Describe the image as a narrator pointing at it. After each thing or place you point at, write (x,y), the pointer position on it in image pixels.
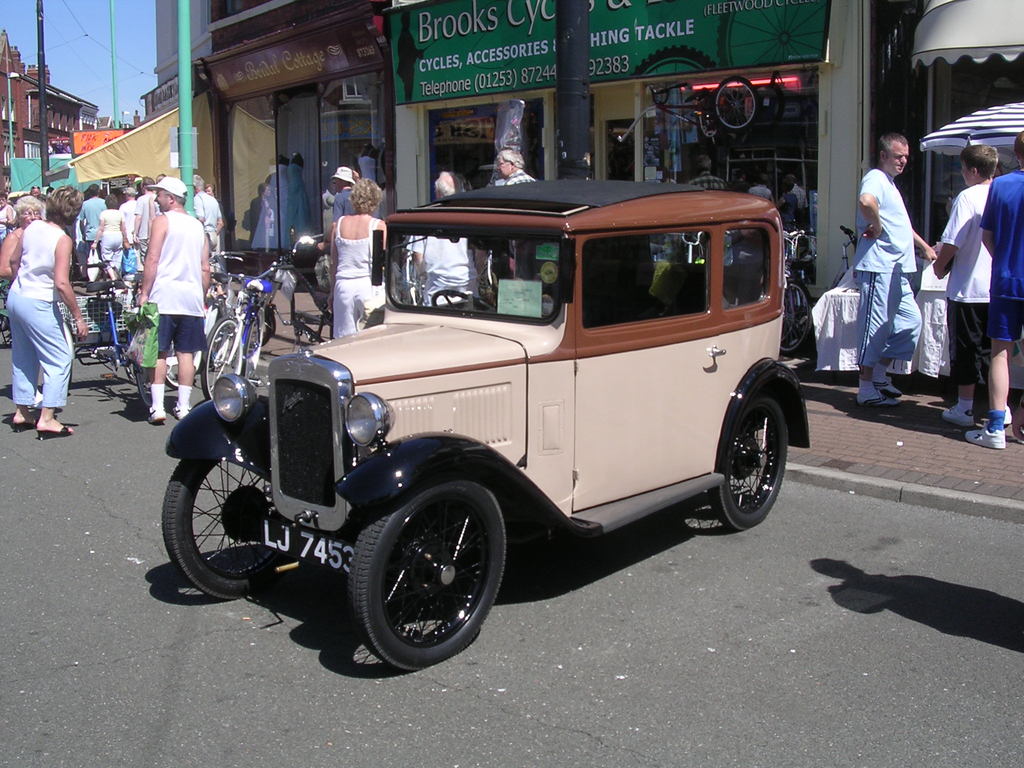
In this image I can see the group of people (177,322), bicycles (106,325) and vehicle (334,383) on the road (504,700). To the side of the road (831,496) I can see the few more people (885,379), poles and the buildings (369,144) with boards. In the background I can see the sky (106,102).
